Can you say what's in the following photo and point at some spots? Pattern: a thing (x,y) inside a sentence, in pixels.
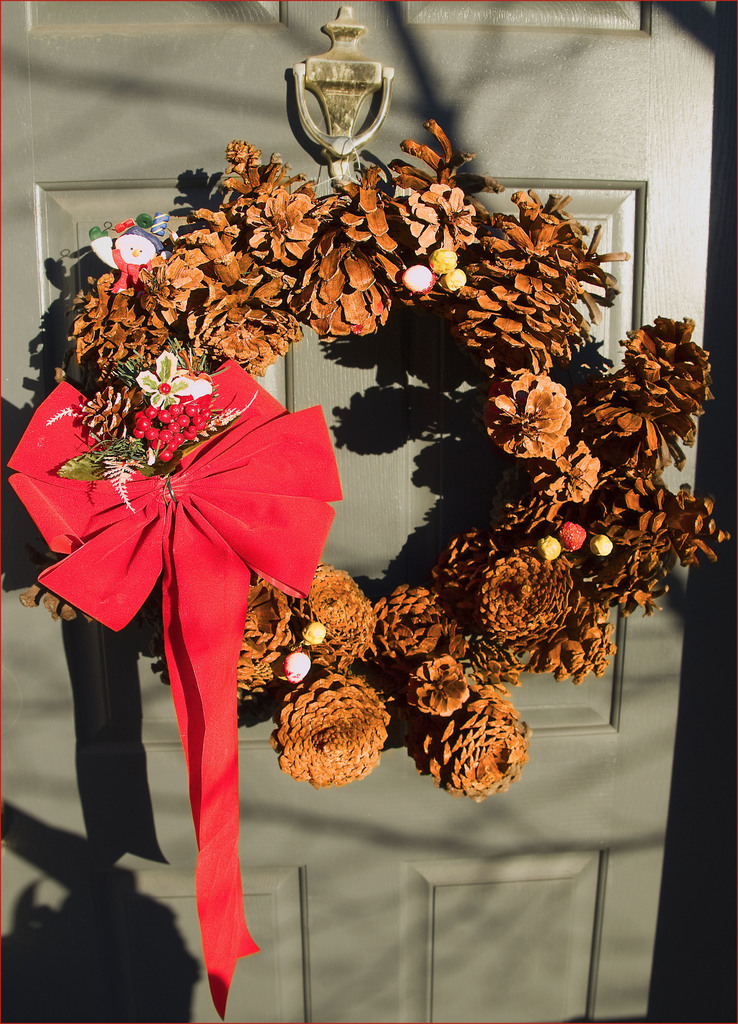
In the center of the image (392,453) there is a door (298,140), which is in green color. On the door (24,47), we can see one flower garland (448,636), which is in brown color. On the garland (533,407), we can see one red color ribbon (125,575).
